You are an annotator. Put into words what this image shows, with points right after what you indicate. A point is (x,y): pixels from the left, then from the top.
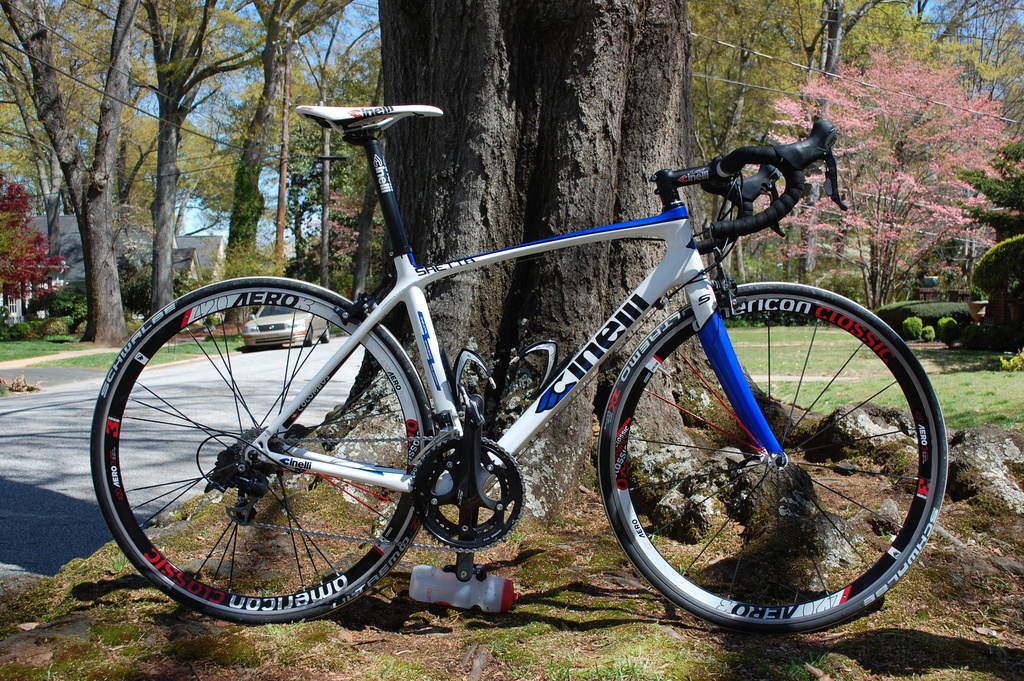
In the picture we can see a bicycle (752,411), which is white in color parked near the tree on the grass surface (607,572) and beside the tree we can see a road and on the road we can see a car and beside it we can see grass surface (800,351) and trees (214,191) and from it we can see a part of the sky (277,194).
